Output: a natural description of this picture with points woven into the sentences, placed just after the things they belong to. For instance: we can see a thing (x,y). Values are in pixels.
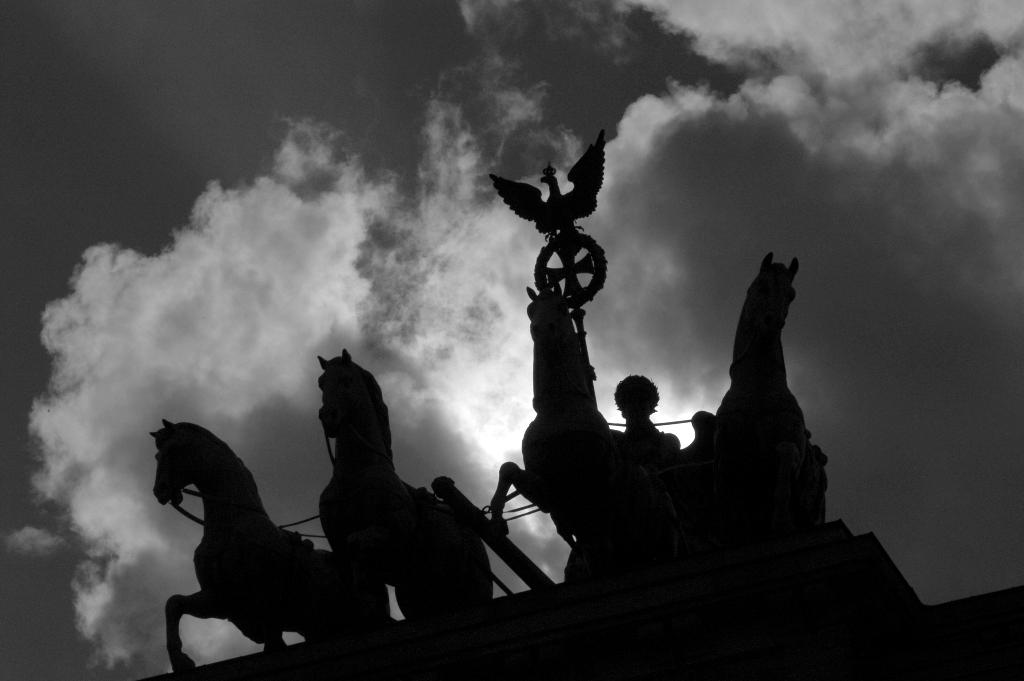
In this image I can see few sculptures (436,482) in the front (597,504) and in the background (297,167) I can see clouds (666,134). I can also see this image is black and white in colour.
